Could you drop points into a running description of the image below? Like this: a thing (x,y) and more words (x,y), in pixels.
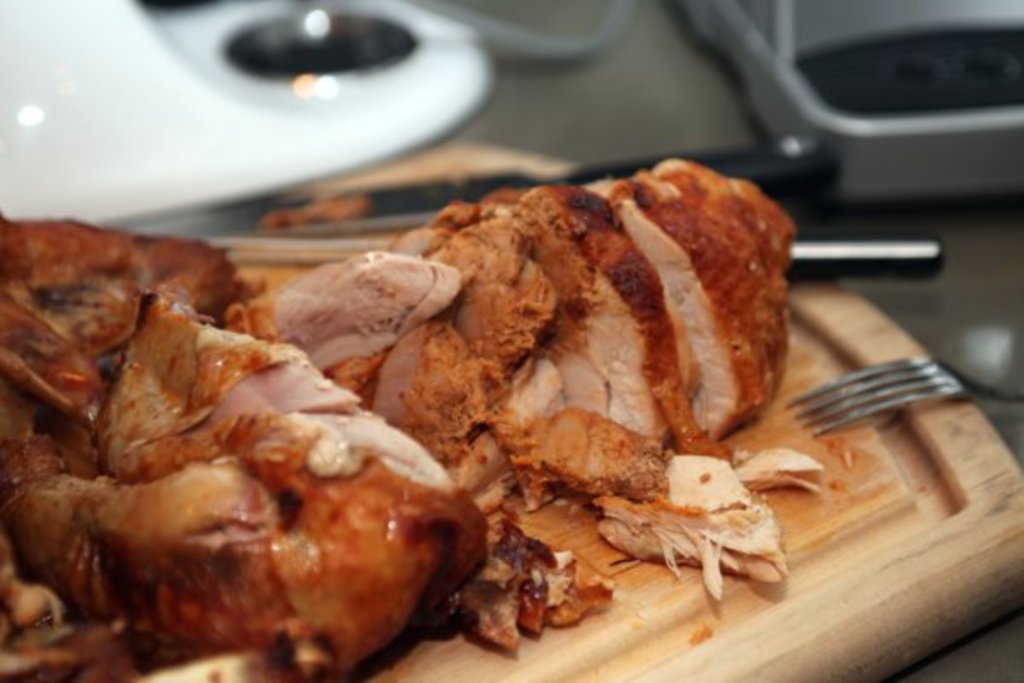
In this picture we can see a fork (893,365), knife (768,185), meat (552,197) on a wooden object (840,346) and in the background (114,97) we can see some objects (477,106).
